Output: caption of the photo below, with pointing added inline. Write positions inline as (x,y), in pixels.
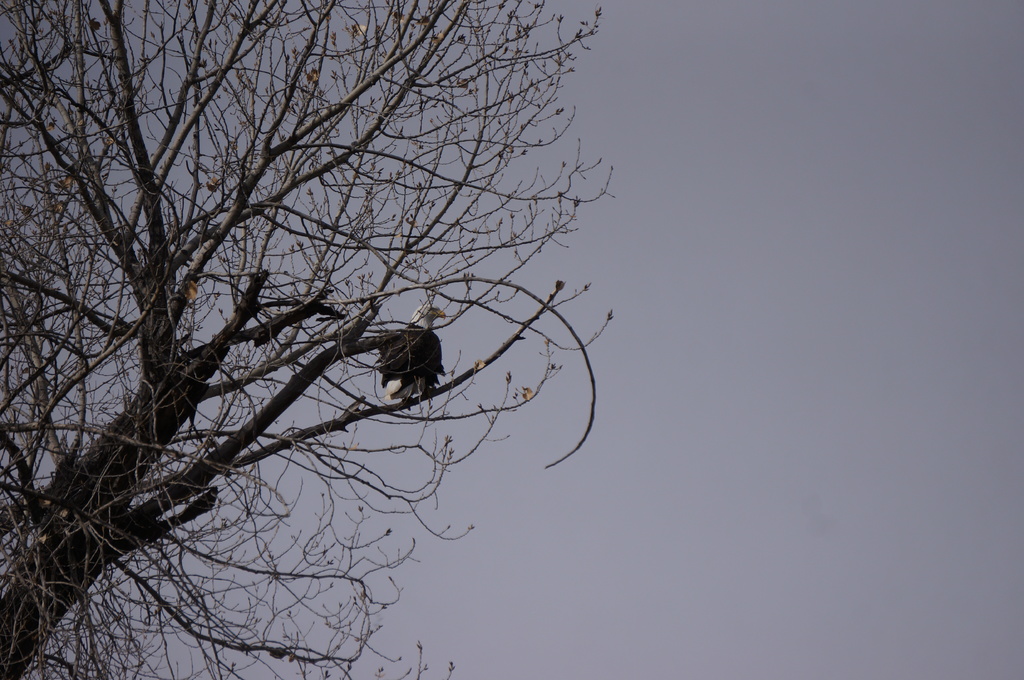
In the image I can see a eagle (419,359) sitting on the dry tree (439,393). Eagle (415,340) is in brown and white color. The sky (660,321) is in grey color.
